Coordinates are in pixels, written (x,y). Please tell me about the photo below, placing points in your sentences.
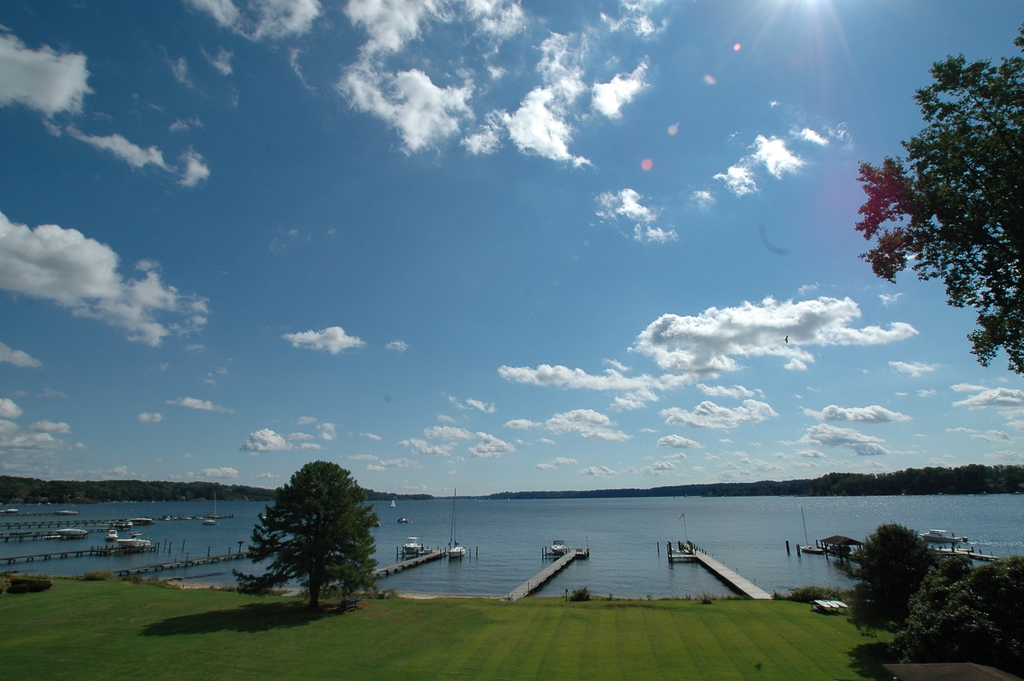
In this image we can see some boats (136,540) in the water (164,539), we can also see some decks (737,577) on the water (490,567). On the left (31,488) and right side of the image (911,626) we can see a group of trees (950,591). At the bottom of the image (506,635) we can see the grass (506,635). At the top of the image (441,156) we can see the sky (492,24).
